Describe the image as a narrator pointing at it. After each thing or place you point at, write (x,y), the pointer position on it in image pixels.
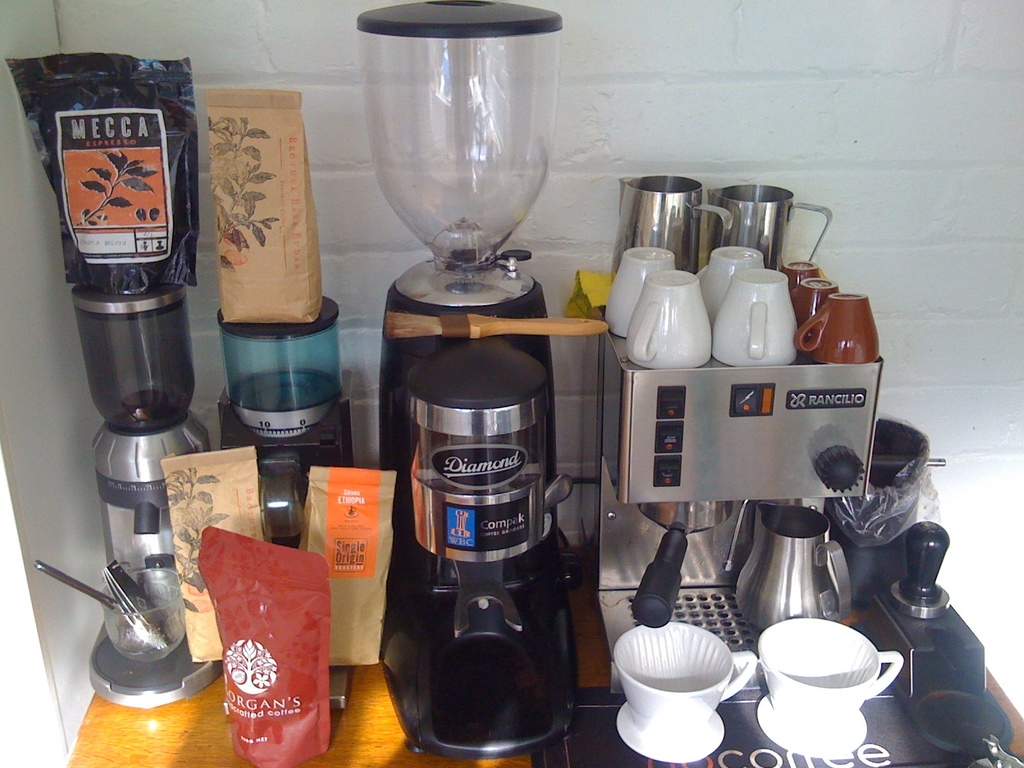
Here I can see a table (144,766) on which few coffee makers (412,624), cups (790,670) and packets (258,592) are placed. In the background (763,138) there is a wall (746,95).
